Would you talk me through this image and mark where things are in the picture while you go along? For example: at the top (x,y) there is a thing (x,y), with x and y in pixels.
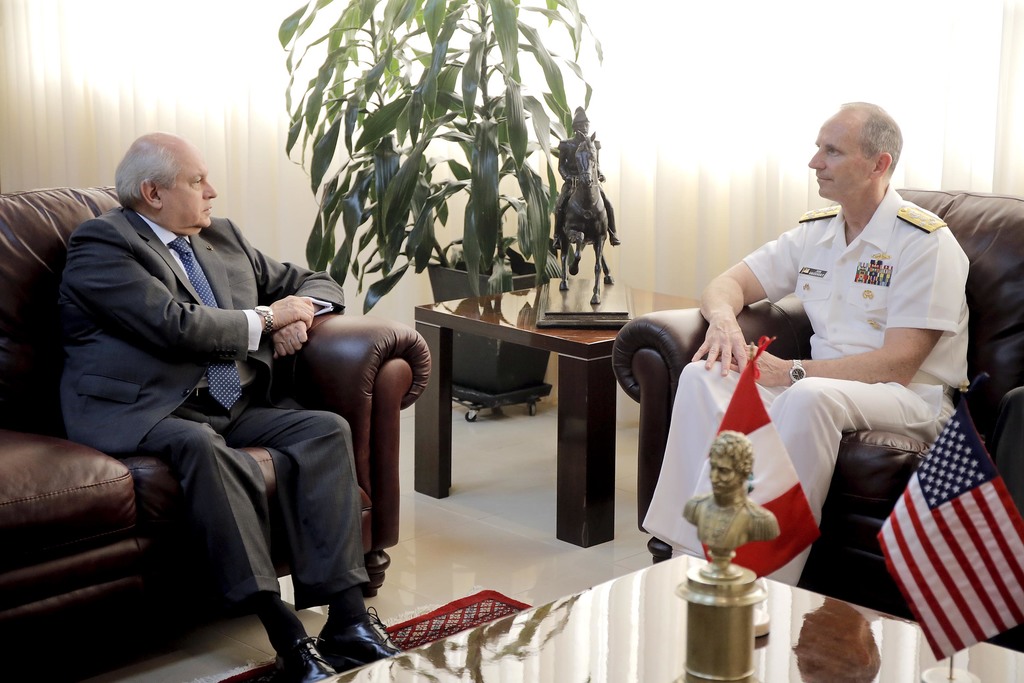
In this picture we can see two people (215,394) sitting on the sofa (978,405) in between a table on which there is a idol (733,486) and a flag (778,457) beside them there is a plant (509,205) and a table (548,333) on which there is an other idol (543,323).
